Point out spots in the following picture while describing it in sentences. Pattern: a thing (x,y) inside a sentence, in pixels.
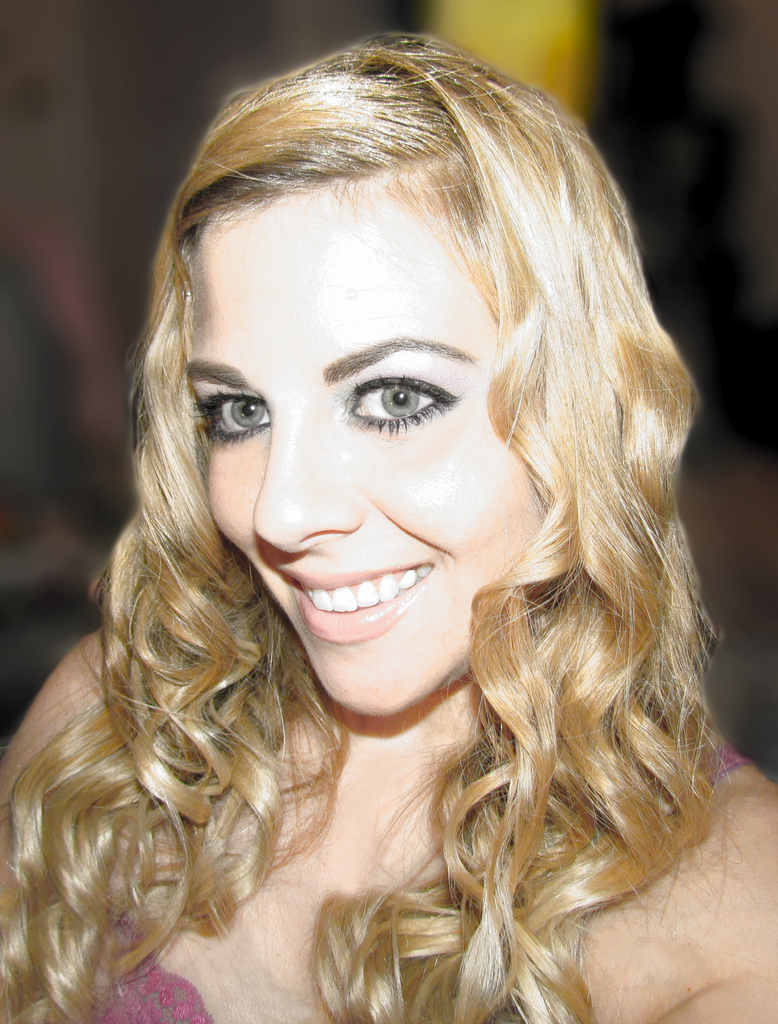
In the center of the image (452,542), we can see a lady (385,528) smiling and the background (567,60) is blurry.
